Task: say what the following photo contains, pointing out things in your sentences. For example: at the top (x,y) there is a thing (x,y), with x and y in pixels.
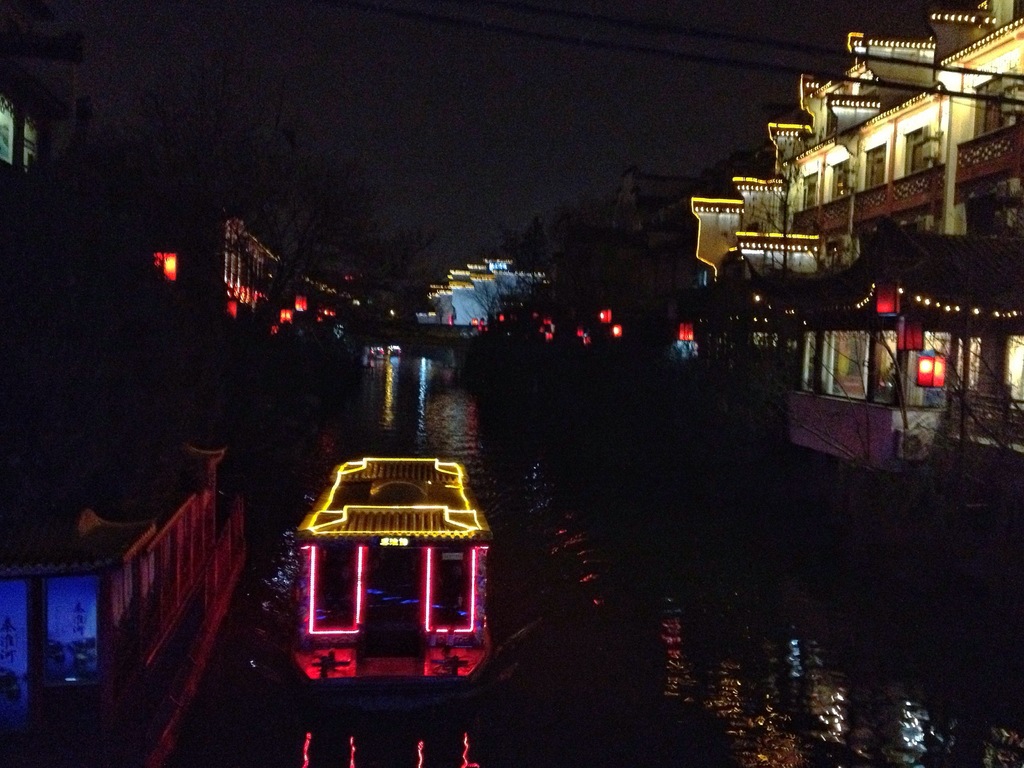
In this picture we can see water (882,654) at the bottom (810,677), there is a boat (368,650) here, we can see a building (968,273) on the right side (688,359), there are some trees (516,295) and lights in the background (207,210), we can see a wire (687,56) here.
